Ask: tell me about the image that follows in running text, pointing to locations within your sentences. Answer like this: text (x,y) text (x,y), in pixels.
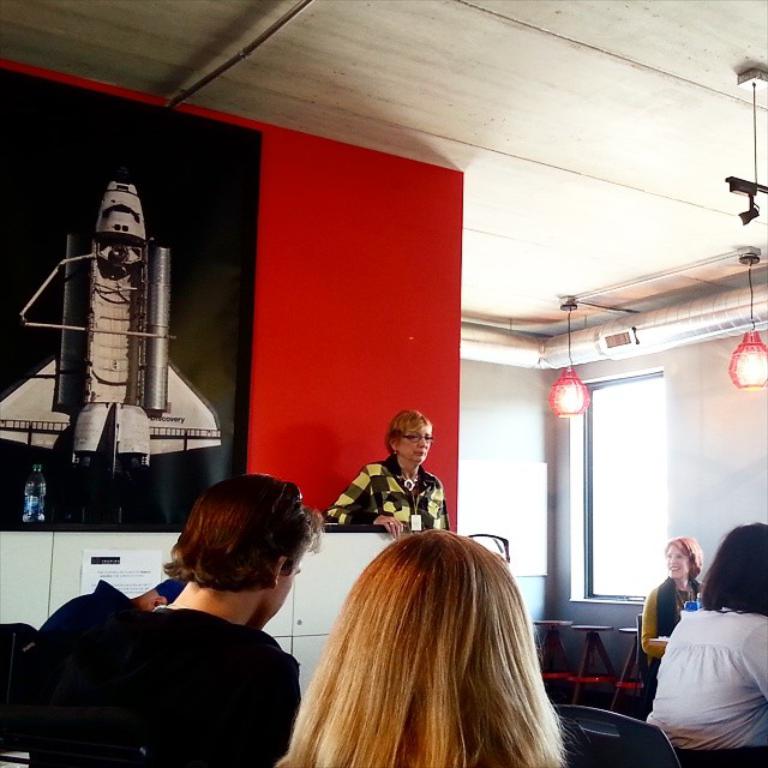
This image is taken indoors. At the top of the image (287,49) there is a roof (603,193). At the bottom of the image (359,725) a few people (356,696) are sitting on the chairs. In the background (714,515) there is a wall (740,478) with a window (604,557) and there is a board (250,306) with an image of a rocket (137,369) on it. A woman (377,487) is standing on the stage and there is a podium (322,567).
